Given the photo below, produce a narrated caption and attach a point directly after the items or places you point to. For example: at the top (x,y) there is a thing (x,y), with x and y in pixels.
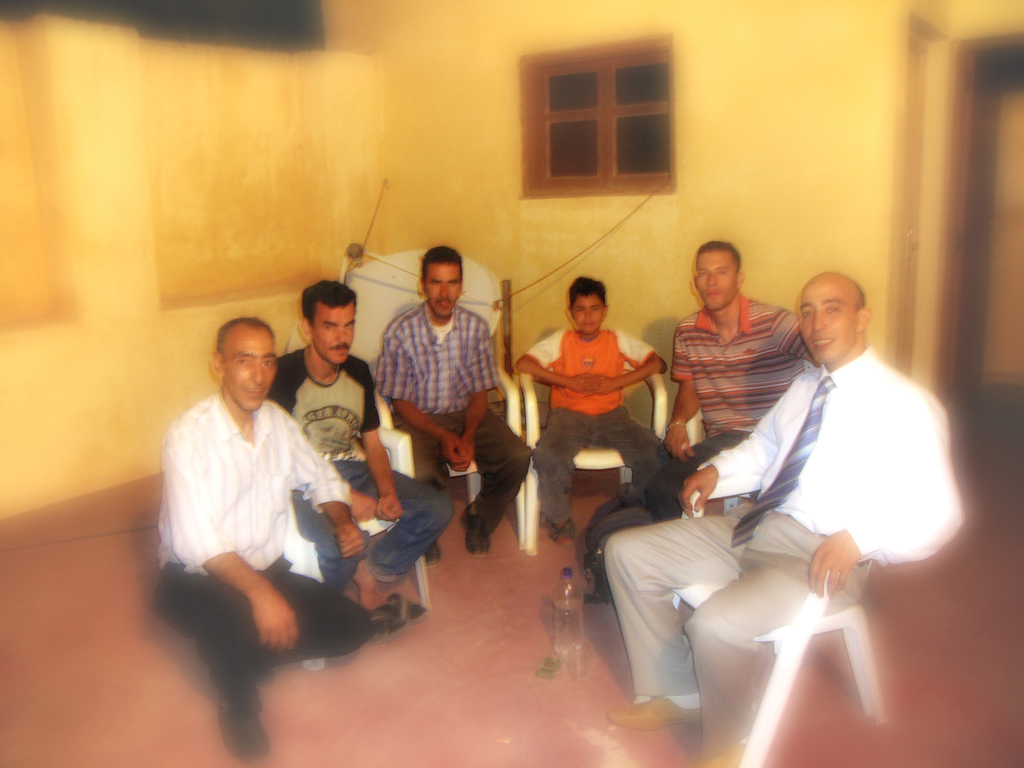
In this image we can see men (397,478) and a boy (586,377) are sitting on the chairs (867,675). At the bottom of the image (577,637), we can see a bottle (567,654) on the floor (588,716). In the background of the image (263,270), we can see a wall (343,202) and a window (671,145). There is a door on the right side of the image (985,202).
